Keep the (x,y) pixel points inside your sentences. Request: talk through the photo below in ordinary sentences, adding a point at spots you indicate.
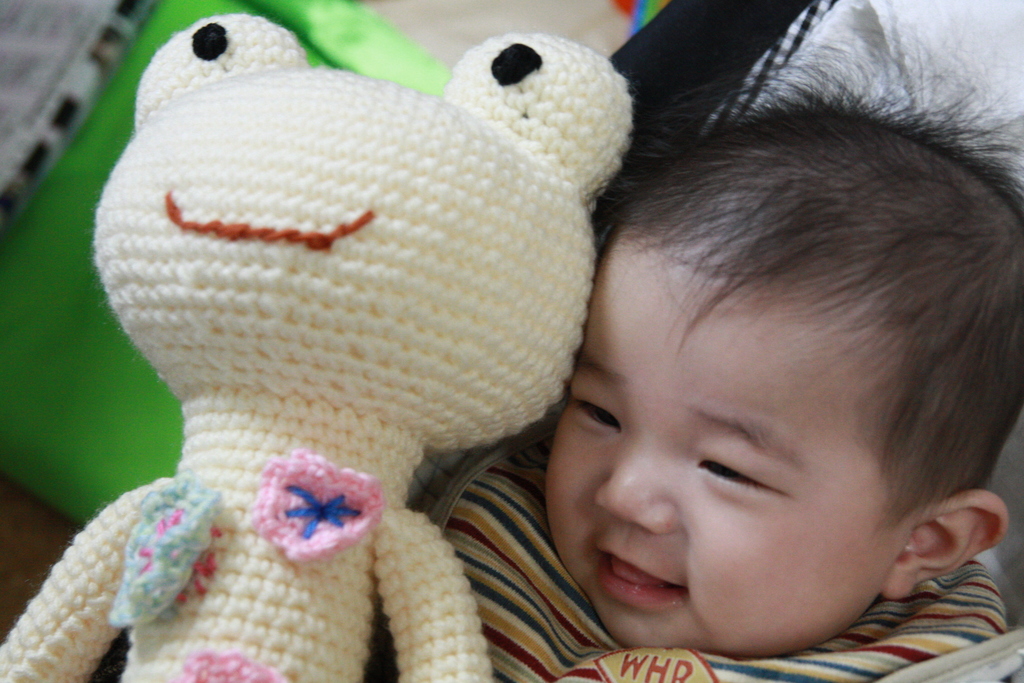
In this image there is a baby (728,386). Beside the baby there is a toy (304,413) and there are some other objects (105,318).
